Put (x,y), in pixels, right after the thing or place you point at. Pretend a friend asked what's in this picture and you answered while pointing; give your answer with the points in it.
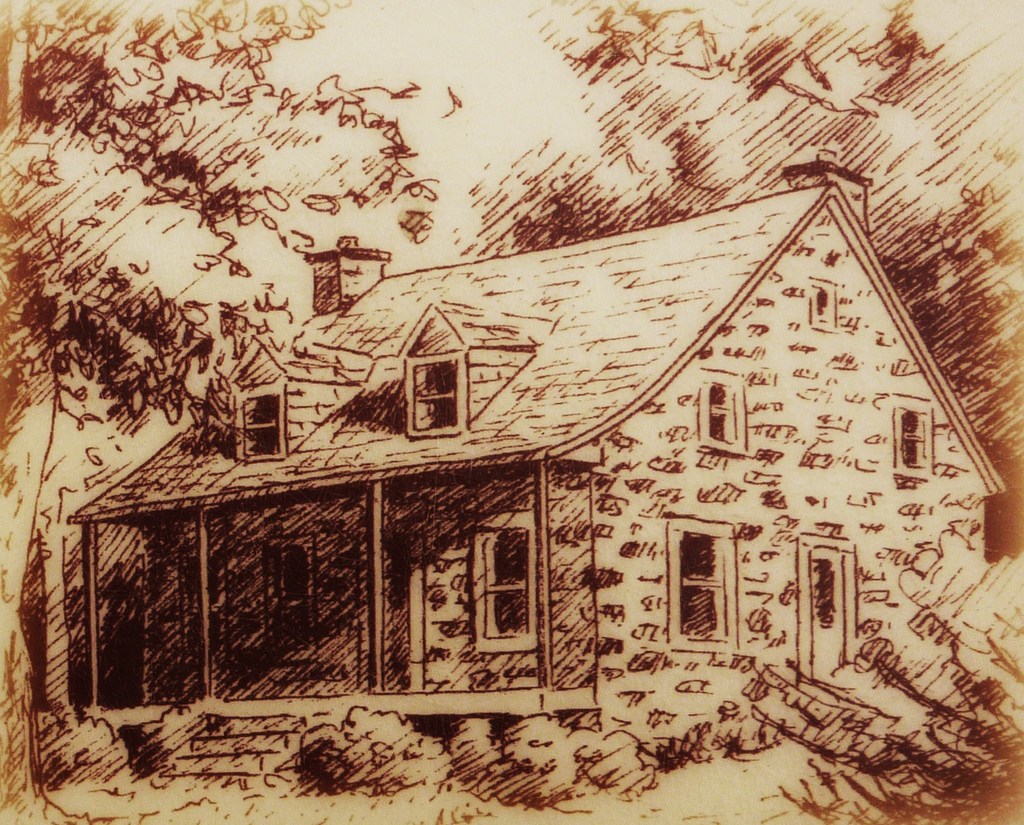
In this image we can see the depiction of a house (555,594), stairs (236,750), plants (684,749) and also the tree (100,58).
